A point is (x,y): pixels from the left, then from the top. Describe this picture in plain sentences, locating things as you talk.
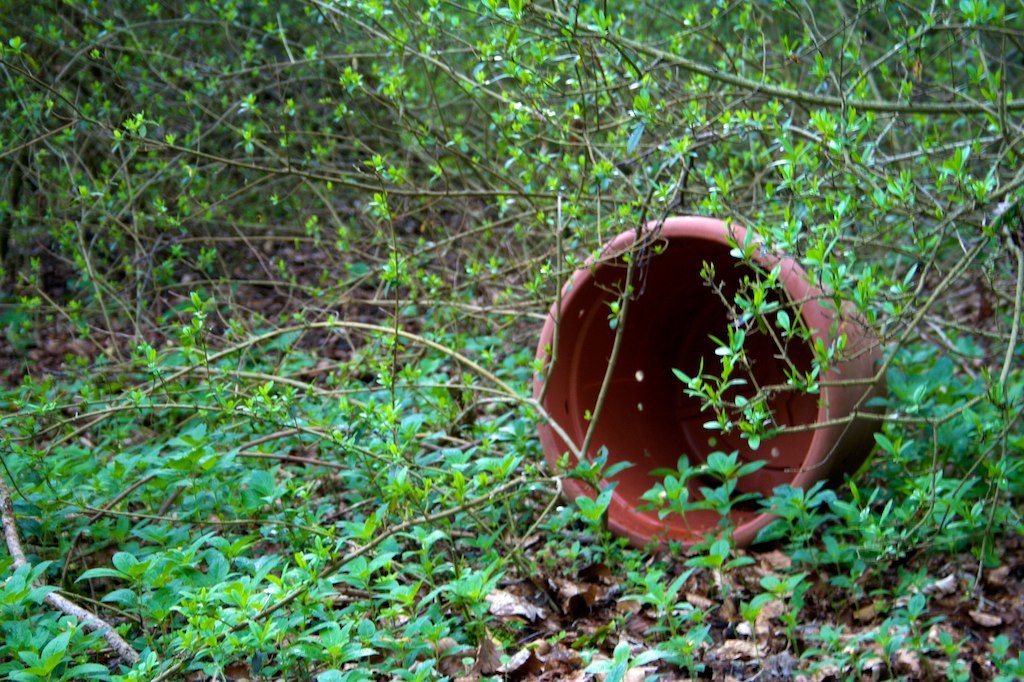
In this image I can see a flower pot (666,406) which is brown in color on the ground (516,617) and I can see few plants (804,107) which are green in color and few leaves (563,596) which are brown in color on the ground (568,633).
